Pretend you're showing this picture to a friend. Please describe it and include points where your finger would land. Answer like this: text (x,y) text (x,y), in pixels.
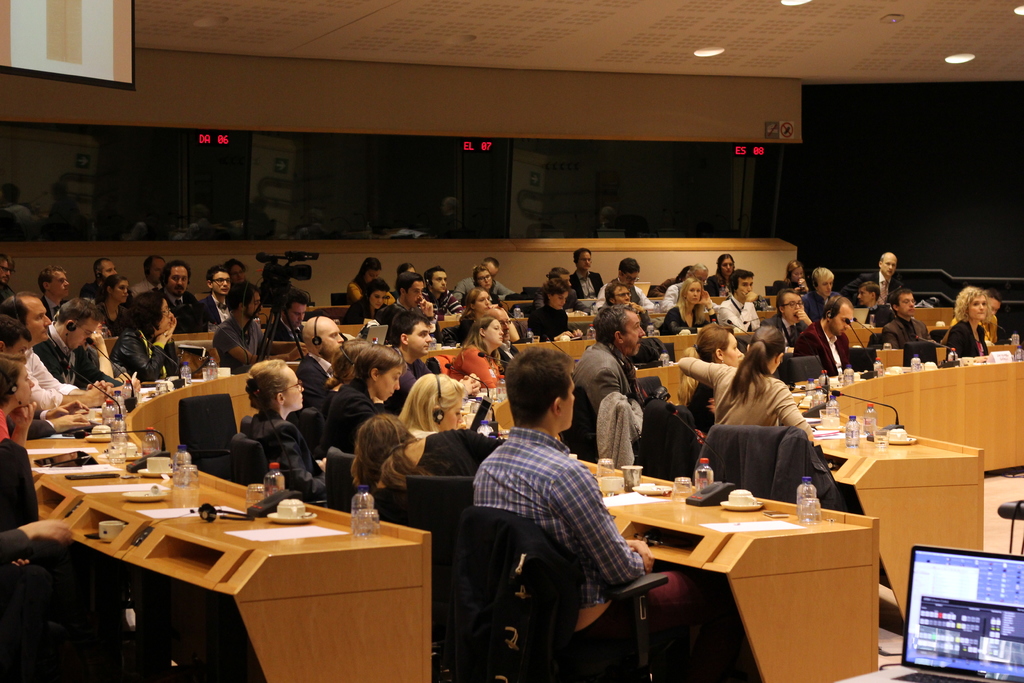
There are group of people (309,381) sitting in a sequence and there is a table (671,519) in front of them and the table (386,528) consists of a paper (339,534), cup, glass (373,531) and a water bottle (362,505) and there is also a camera (287,282) in between them and there is also a laptop (954,614) in the right bottom corner (961,625).
